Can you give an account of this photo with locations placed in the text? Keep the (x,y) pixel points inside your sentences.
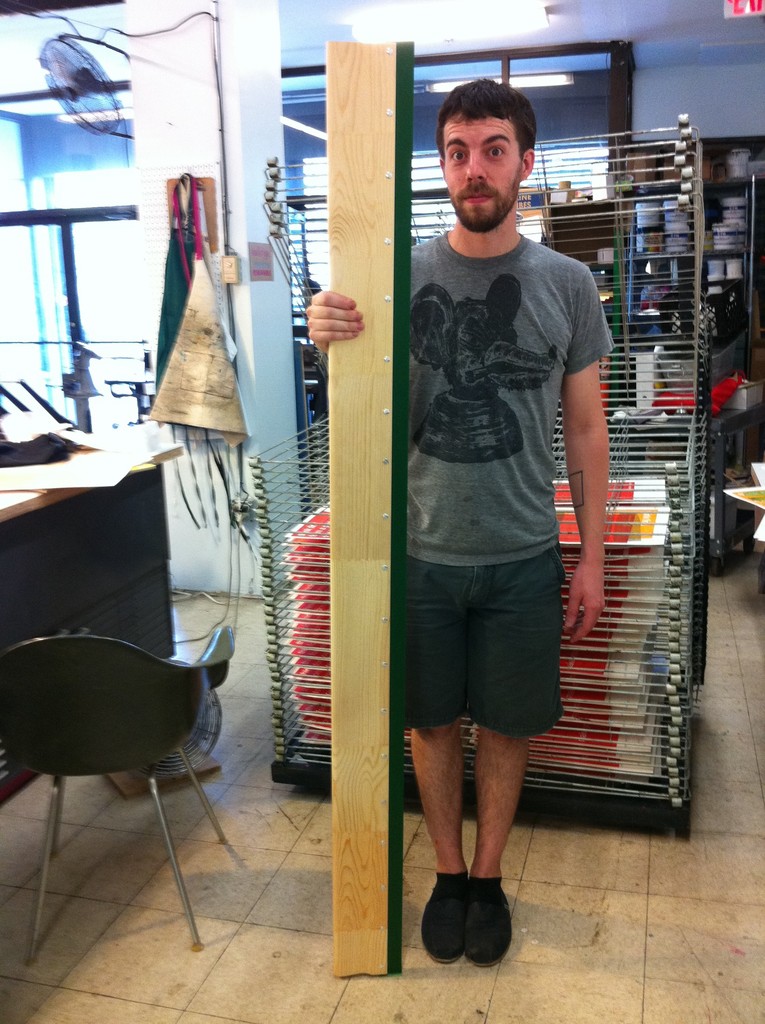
Here we can see a man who is standing on the floor (625,872). This is chair (147,737) and there is a table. And this is rack (631,390).
